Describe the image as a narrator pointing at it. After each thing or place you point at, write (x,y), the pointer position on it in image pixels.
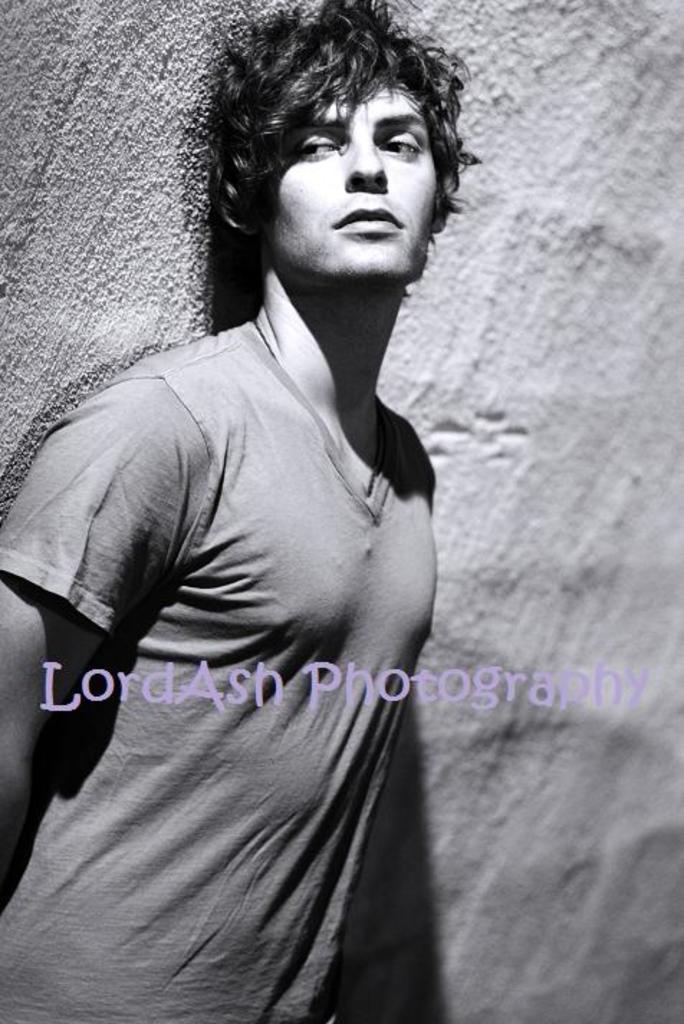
In the image there is a man (301,253) wearing t-shirt (260,551) standing in front of a wall (480,349), this is a black and white picture.
